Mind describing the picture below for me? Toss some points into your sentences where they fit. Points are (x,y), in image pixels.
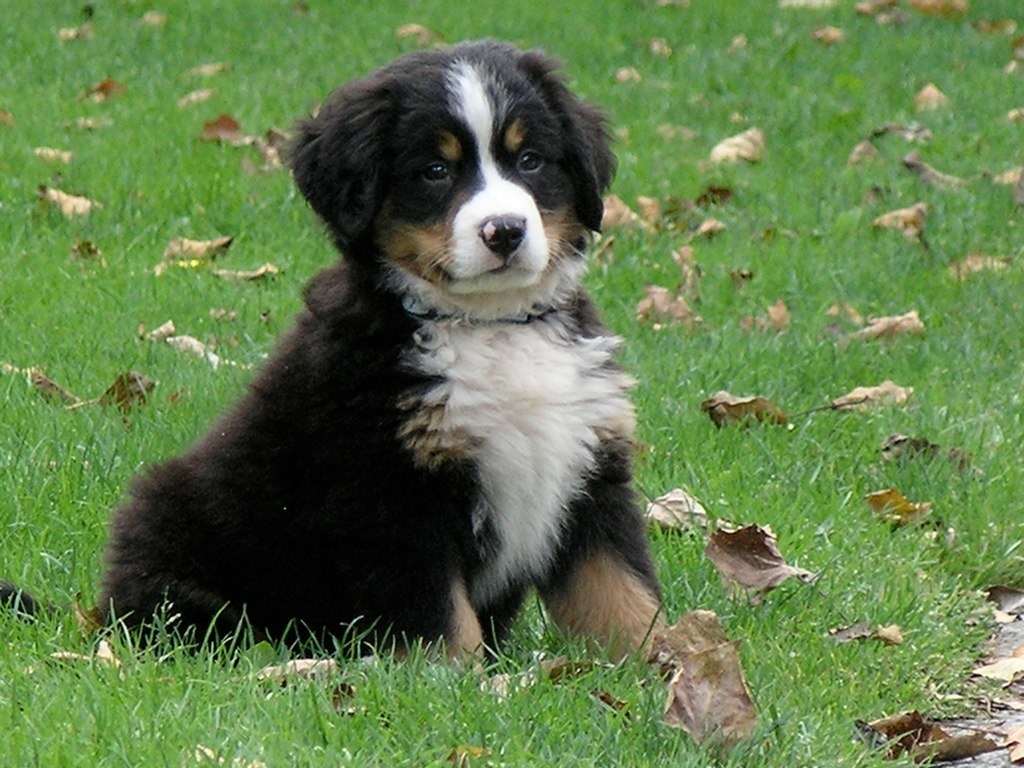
In this image there is a dog (528,551) in black and white color. There is grass (762,604) in the foreground (726,601). There are dry leaves (774,584).
